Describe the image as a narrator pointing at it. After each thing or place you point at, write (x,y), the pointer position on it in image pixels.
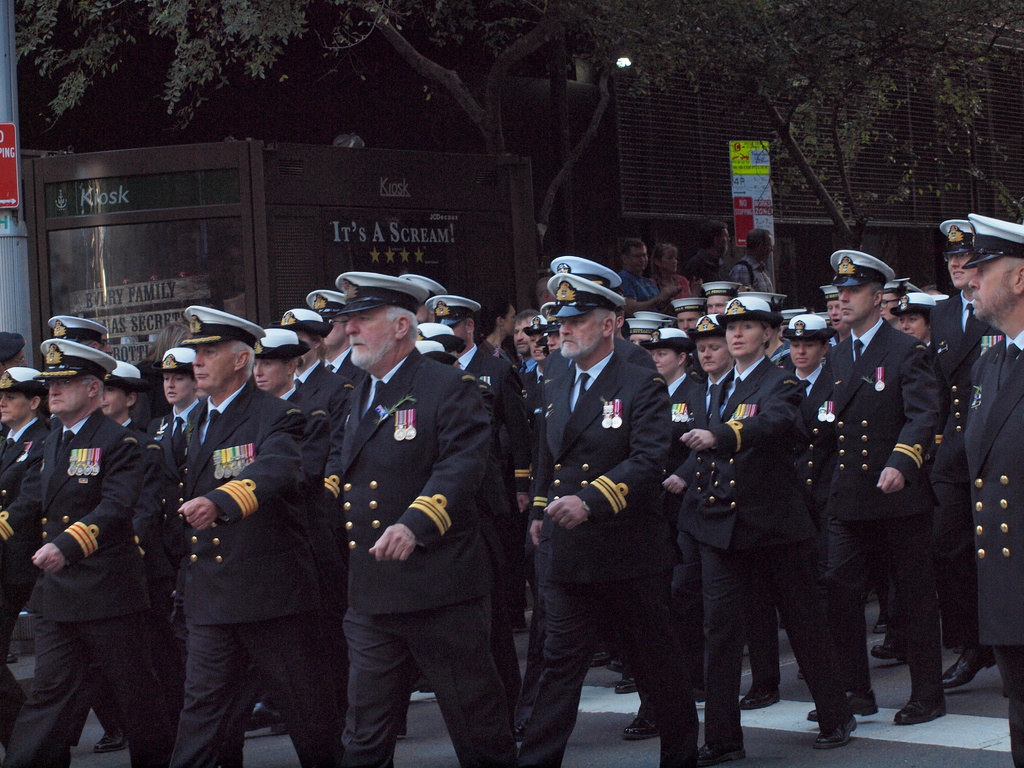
In this picture I can observe some people (418,590) marching on the road (602,753). They are wearing black color coats (475,518) and white color caps (256,343) on their heads (578,322). In the background (120,41) I can observe trees (467,111).
